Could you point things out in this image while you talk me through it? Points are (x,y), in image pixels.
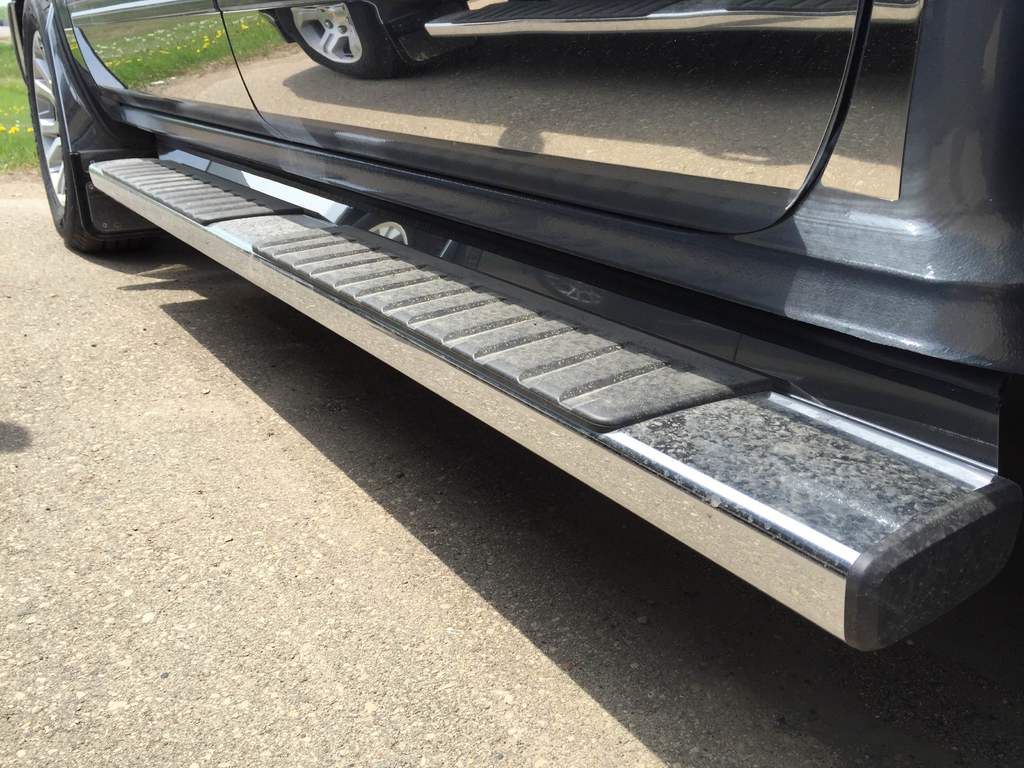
In this image I can see a vehicle (405,348) on the road (355,691) and flowering plants (180,48). This image is taken, may be during a day.
